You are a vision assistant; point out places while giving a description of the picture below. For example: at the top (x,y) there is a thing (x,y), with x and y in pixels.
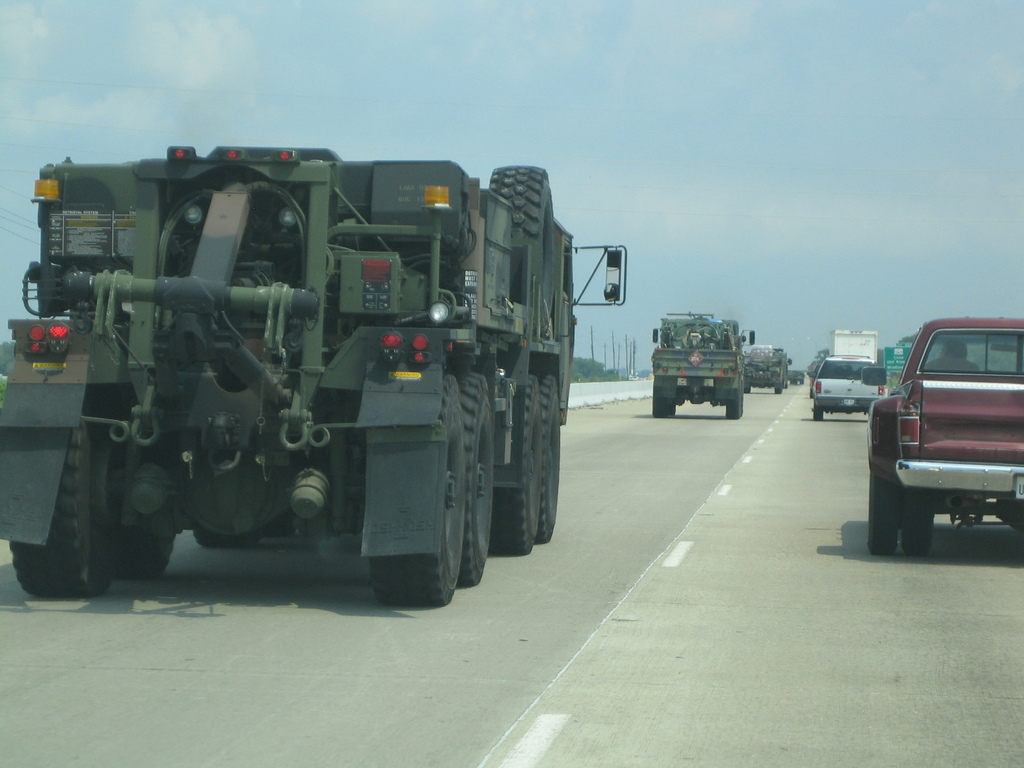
In this image we can see vehicles (515,429) on the road (680,521). In the background of the image (589,361) there are poles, trees (603,368) and sky (664,84).
